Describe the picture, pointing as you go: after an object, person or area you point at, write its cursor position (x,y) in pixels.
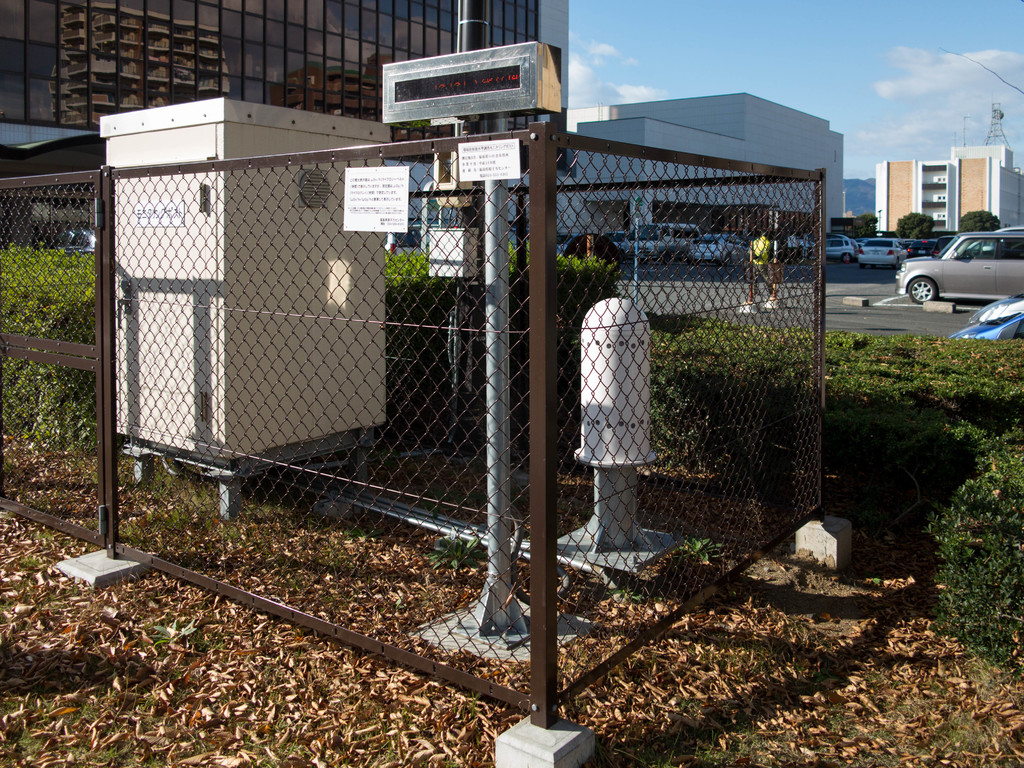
In the image we can see a fence (212,167), pole (509,230), dry grass (211,527), metal object (212,343), plant (894,388) and the sky (914,134). We can see there are many buildings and vehicles (936,272).
